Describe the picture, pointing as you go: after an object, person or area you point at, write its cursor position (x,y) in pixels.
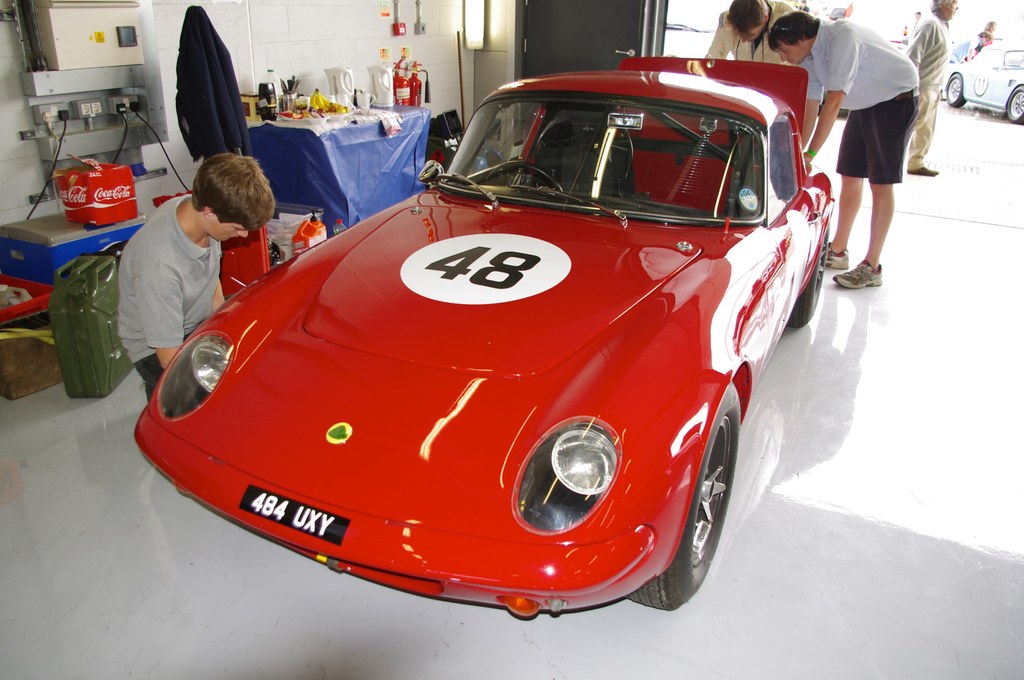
In this image we can see some cars (559,502) placed on the surface (396,598) and some people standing beside them. On the backside (312,175) we can see a table (417,175) containing some jars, bottles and some pens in a stand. We can also see fire extinguishers (419,99), containers (119,350), a door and a machine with some wires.
